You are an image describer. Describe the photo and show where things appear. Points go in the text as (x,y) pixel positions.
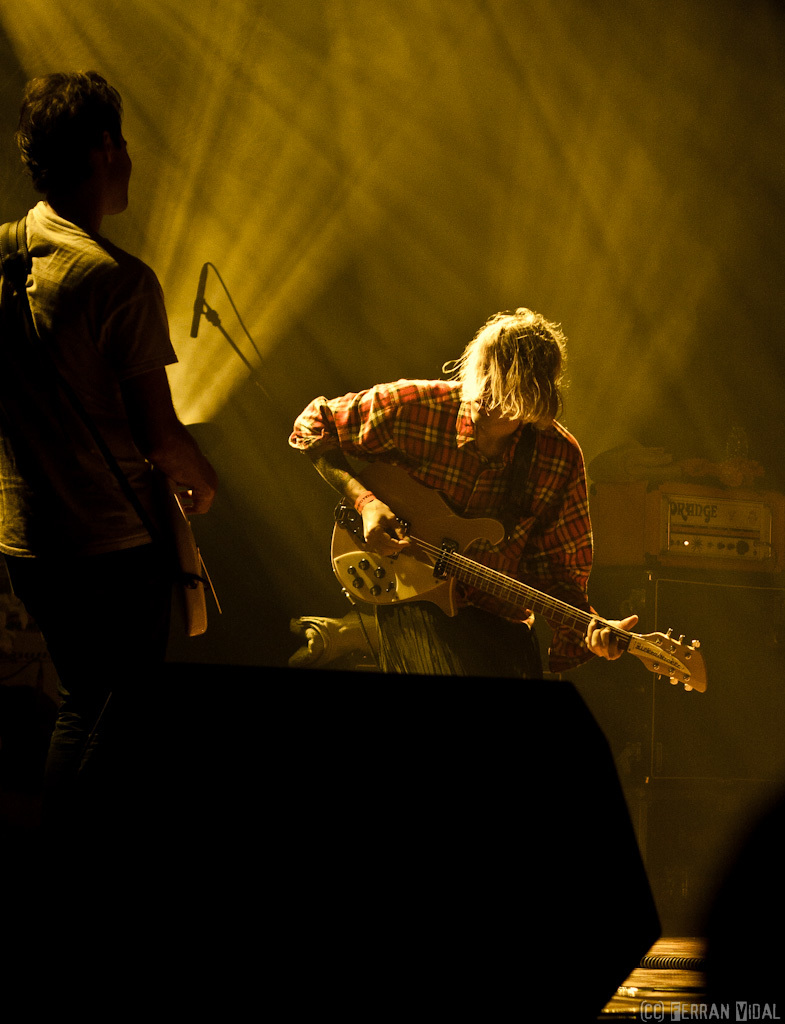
These two persons (91,223) are playing guitar (347,586) and standing. On this speaker (719,619) there is a device (680,493).
